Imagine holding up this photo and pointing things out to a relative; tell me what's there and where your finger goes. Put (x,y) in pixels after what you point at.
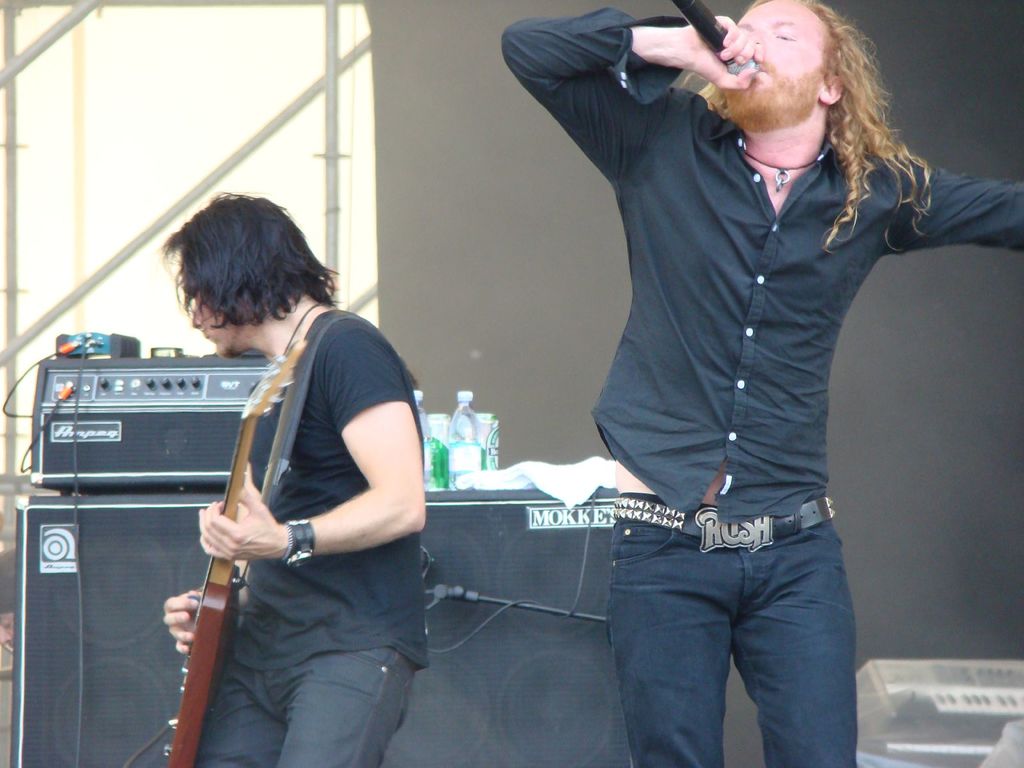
There are two men (757,146) in the picture. One guy (736,253) is singing holding a mic (735,72) in his hands (735,72) and the other guy (251,515) is playing guitar (221,584) in his hands (176,605). In the background (123,610) there are some speakers (527,622) and a music operator (131,430) here. We can observe a wall (404,167) too.
